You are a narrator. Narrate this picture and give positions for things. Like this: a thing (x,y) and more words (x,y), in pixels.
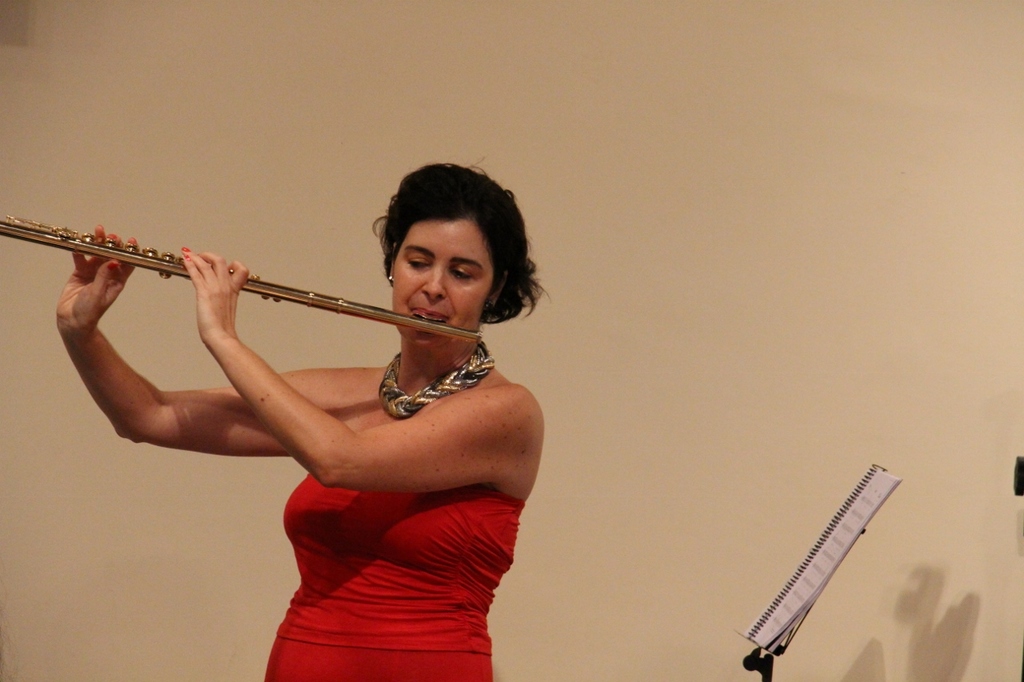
In the background (661,119) we can see the wall (661,119). In this picture we can see a woman (487,588) wearing a necklace (439,384), red dress (418,592) and she is holding a musical instrument (27,239) in her hands (84,274) and playing. On the right side of the picture (884,485) we can see a spiral book (851,519) on a stand (782,649).
